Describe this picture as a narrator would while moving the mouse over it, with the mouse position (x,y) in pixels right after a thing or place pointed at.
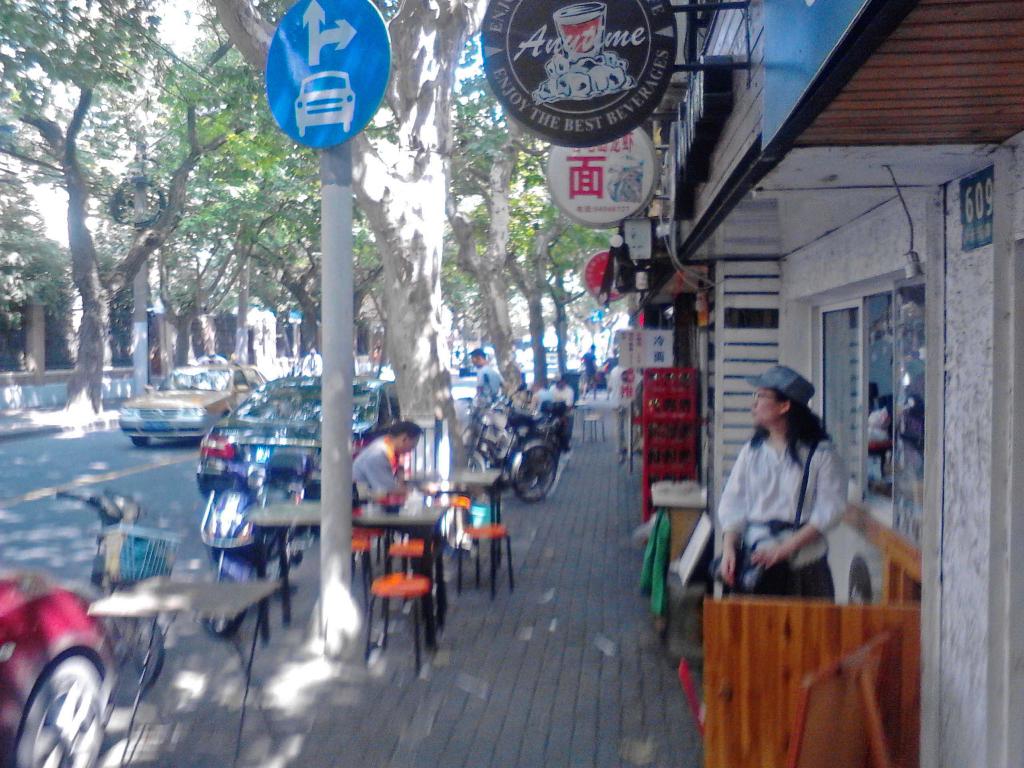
In this image I can see the vehicles (225,625) on the road (105,487). On both sides of the road (71,437) I can see many trees (89,305) and few people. To the right (699,165) I can see the tables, chairs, bicycle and the buildings (816,182) with boards (625,136). I can see many boxes (665,469) and objects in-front of the building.
